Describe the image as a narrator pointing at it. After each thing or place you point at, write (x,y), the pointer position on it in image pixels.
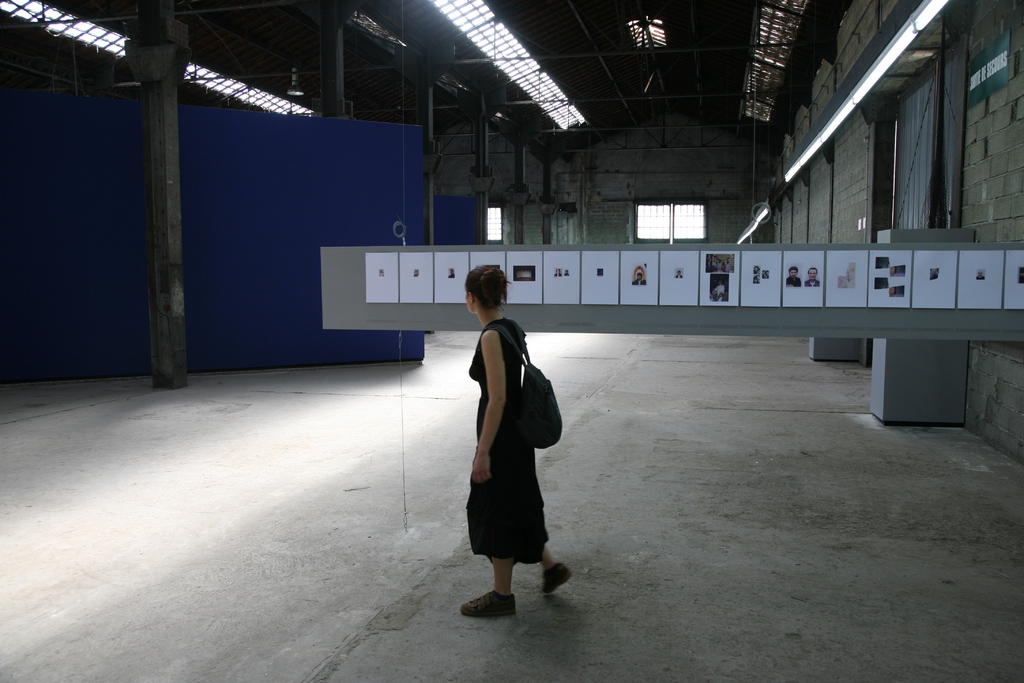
In this image we can see a woman (517,452). She is wearing black color dress (520,485) and carrying black bag (540,415). Behind her one board (547,267) is there and on board (434,268) photographs (893,291) are pasted. Left side of the image (220,222) blue color wall (210,239) and pillar (159,270) is there. Top of the image (255,40) roof (401,53) is present with ventilators (484,33). Right top of the image (900,57) light (889,63) is there. Bottom of the image (296,539) floor (659,530) is present.
